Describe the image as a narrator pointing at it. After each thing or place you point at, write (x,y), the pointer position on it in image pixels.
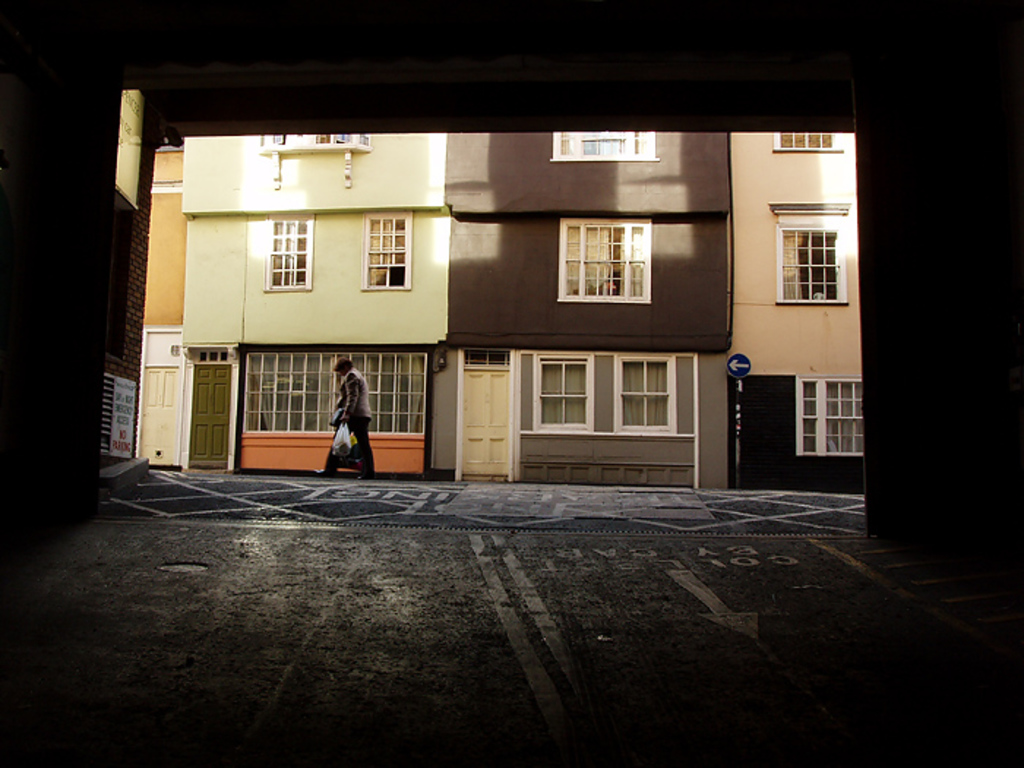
In the middle of the image (365,425) a man (328,466) is walking. Behind him there is a building (752,432). Bottom right side of the image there is a pole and sign board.
